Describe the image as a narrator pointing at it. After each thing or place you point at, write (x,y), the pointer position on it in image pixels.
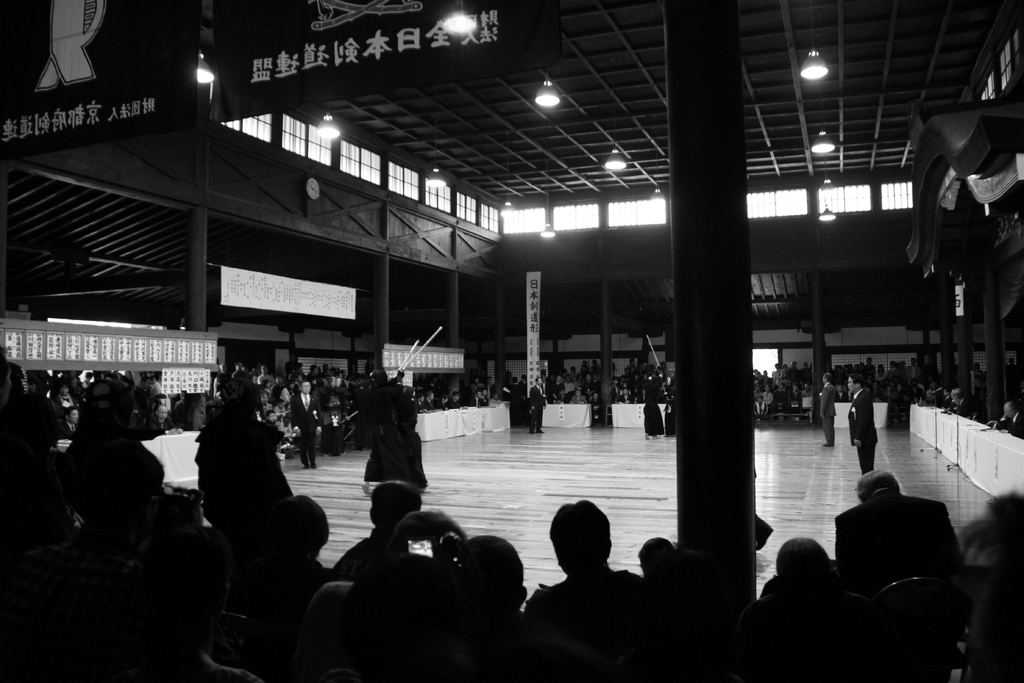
In this image I can see a crowd of people (26,437) surrounding an open place (433,444) there are some people (659,378) performing at this place (640,441). I can see pillars (720,217), lights (545,96) and some banners (537,304) with text (296,294). This is a black and white image.
